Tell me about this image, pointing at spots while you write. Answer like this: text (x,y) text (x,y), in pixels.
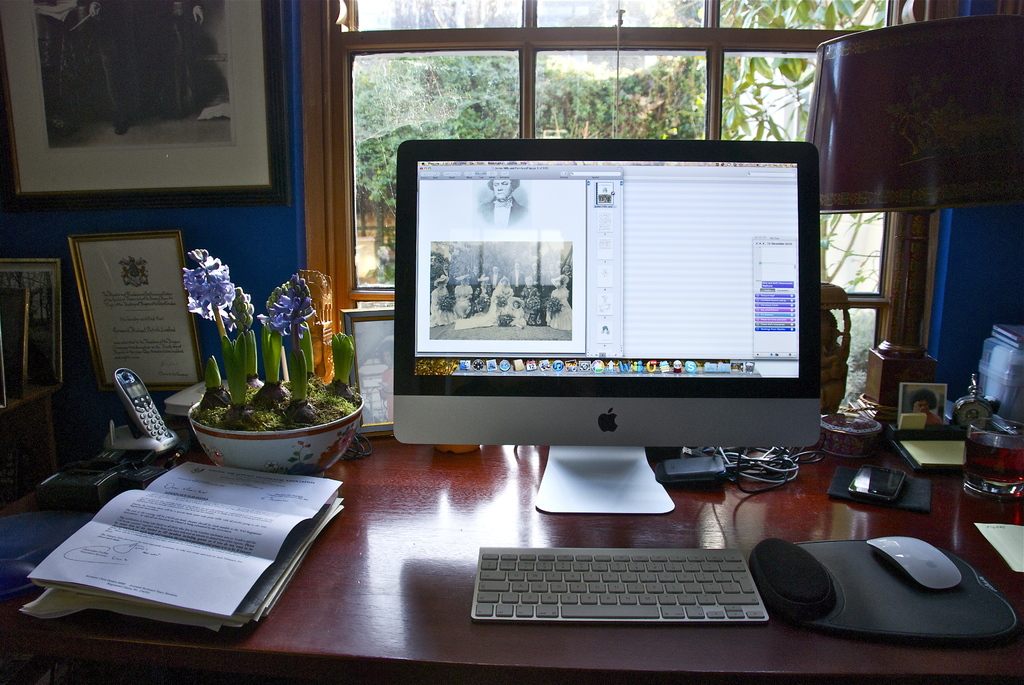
In this picture there is a computer (627,412). There is a keyboard (565,597). There is a paper (208,534), a mobile phone (161,424) and flower pot (329,432) on the table (383,553). There is a mouse (925,568). There is a frame (132,285) on the wall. There is also another frame (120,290). At the background (588,103) there are some trees (756,13). There is a lamp (923,232) and a glass (993,474) to the right side (928,368).
